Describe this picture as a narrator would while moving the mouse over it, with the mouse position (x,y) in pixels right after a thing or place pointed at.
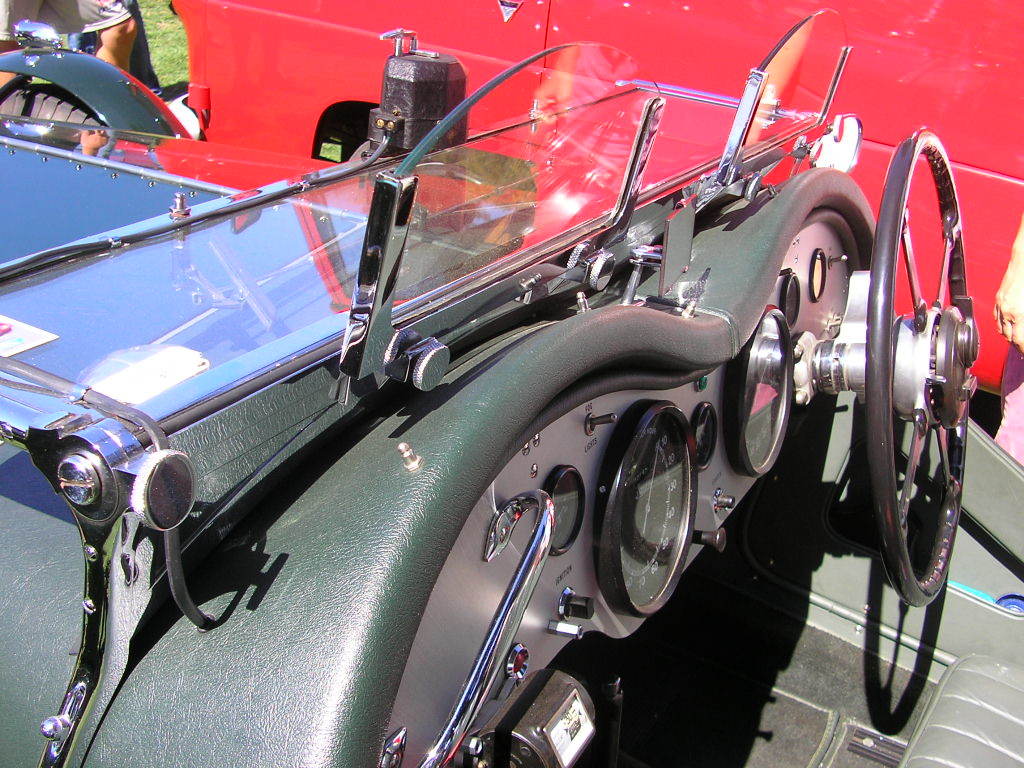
In the picture I can see vehicles (460,391) and a person's legs (113,45). Here I can see steering (902,533) and some other objects (477,405).
